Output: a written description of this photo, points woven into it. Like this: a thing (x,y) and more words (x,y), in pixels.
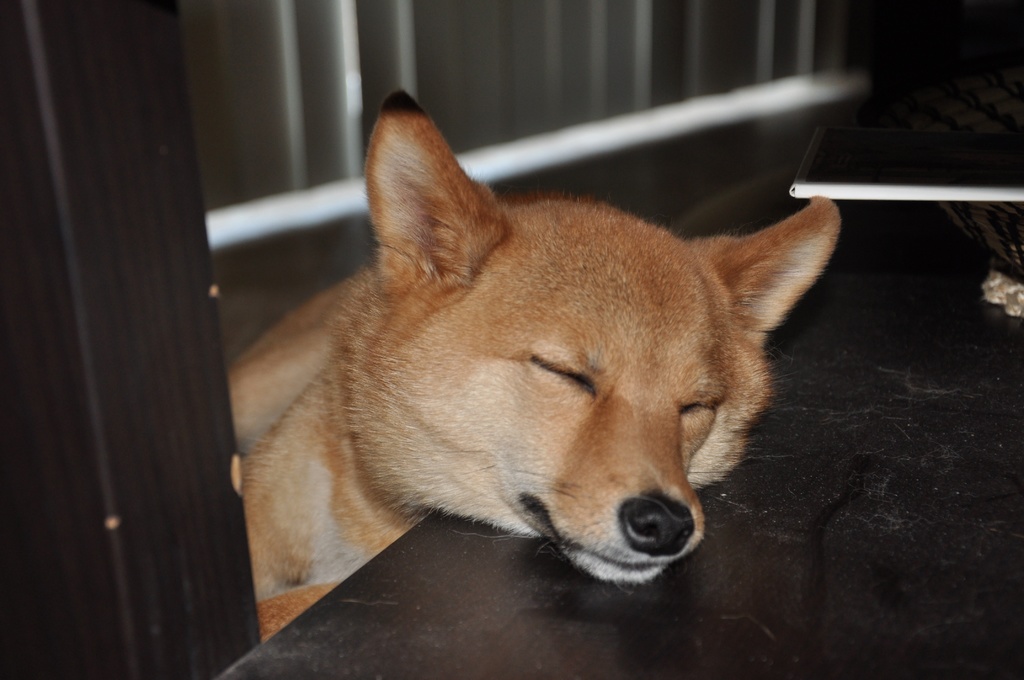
In this picture we can observe a dog (498,416) which is in brown color. The dog (349,415) is sleeping on the table (776,486) which is in black color. There is a book (900,198) in the right side (877,176).
